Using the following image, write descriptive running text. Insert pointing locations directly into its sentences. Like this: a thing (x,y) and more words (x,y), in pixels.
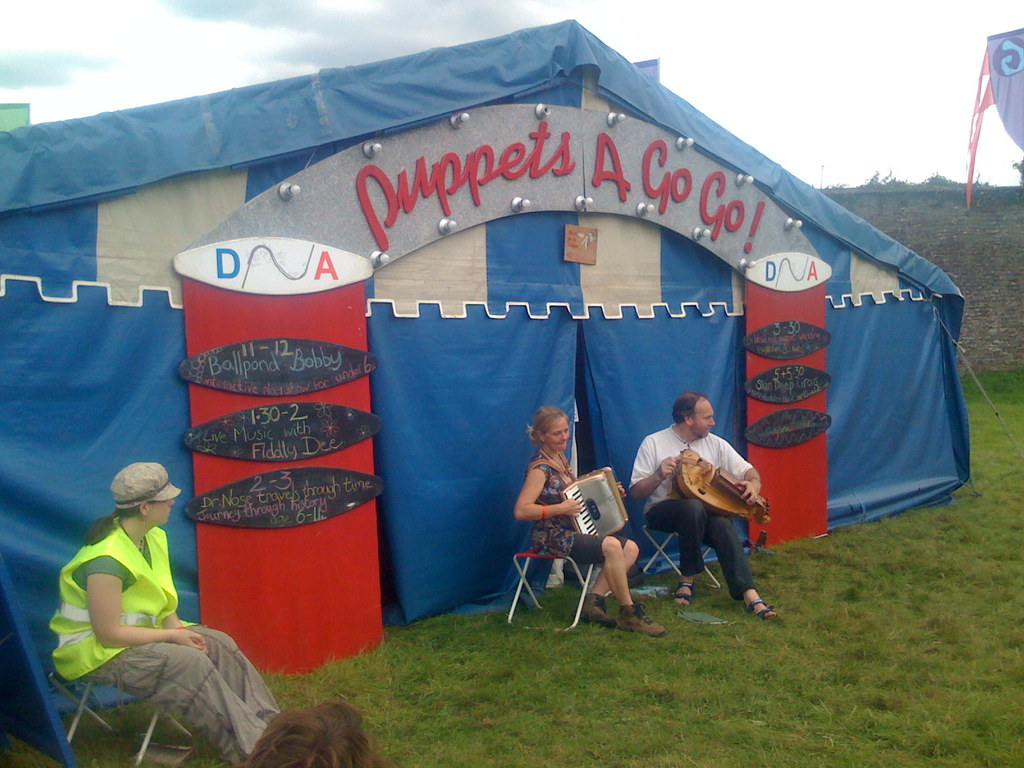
In this picture there is a tent (671,350) in the center of the image (458,301) and there is grass land (495,621) at the bottom side of the image (429,655) and there are people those who are sitting in front of the tent (402,552), they are playing music and there is another lady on the left side of the image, there are posters (262,591) on the right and left side of the tent (55,460).
